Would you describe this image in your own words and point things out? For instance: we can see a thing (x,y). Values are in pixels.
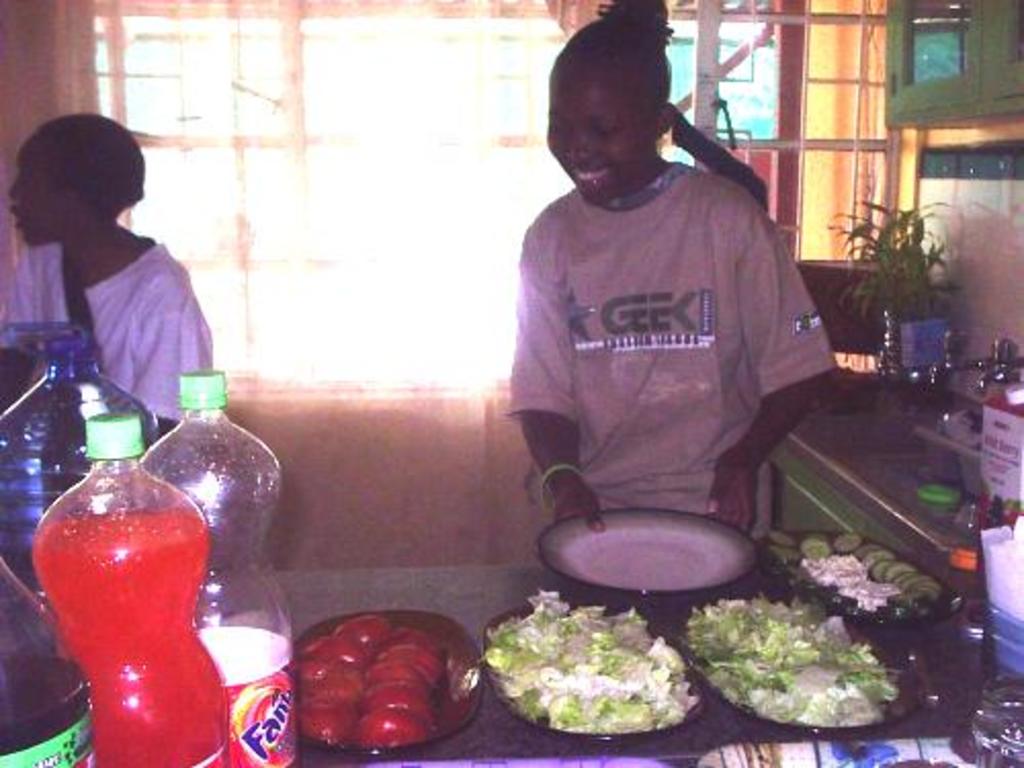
In this image there are two persons (698,278) standing. In front (636,234) the person (632,469) is holding a plate (591,550). On the table (620,604) there are four plates (435,699) and there is a food (567,701). There are bottles (142,623).
